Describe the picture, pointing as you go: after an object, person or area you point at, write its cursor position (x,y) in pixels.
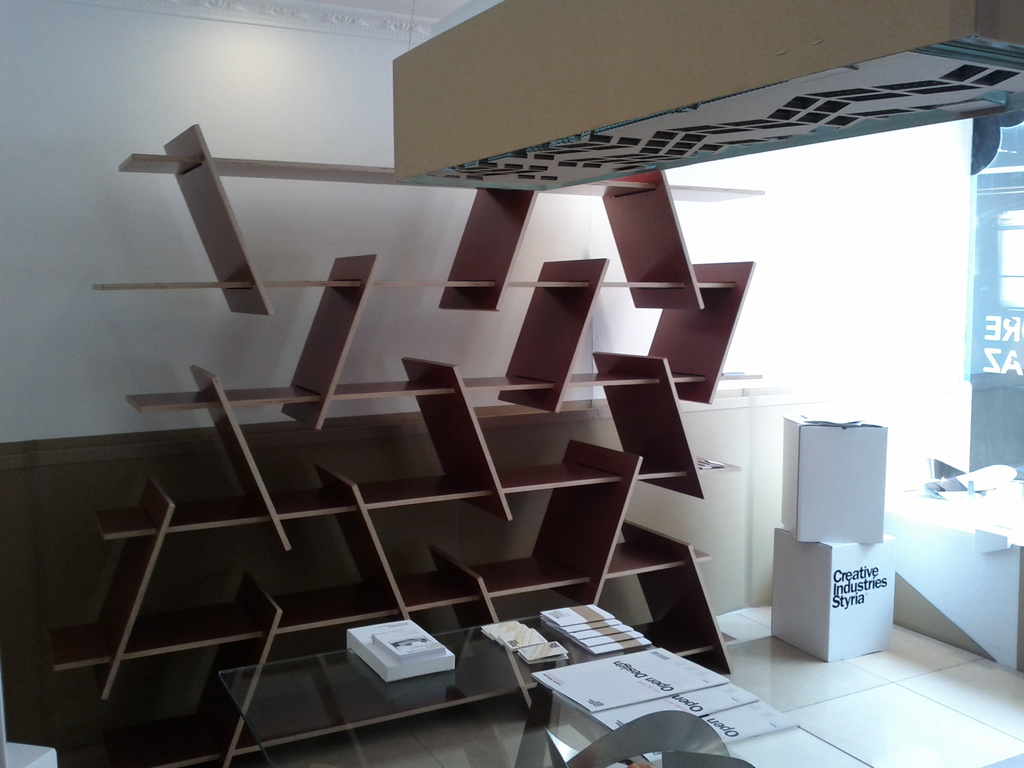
In this picture there is a cup board (328,358), made up of wood (529,372). And there is a table (558,668) on which some papers (632,672) and cards (578,638) were placed. In the background (306,131) there is a wall (71,131) here.
